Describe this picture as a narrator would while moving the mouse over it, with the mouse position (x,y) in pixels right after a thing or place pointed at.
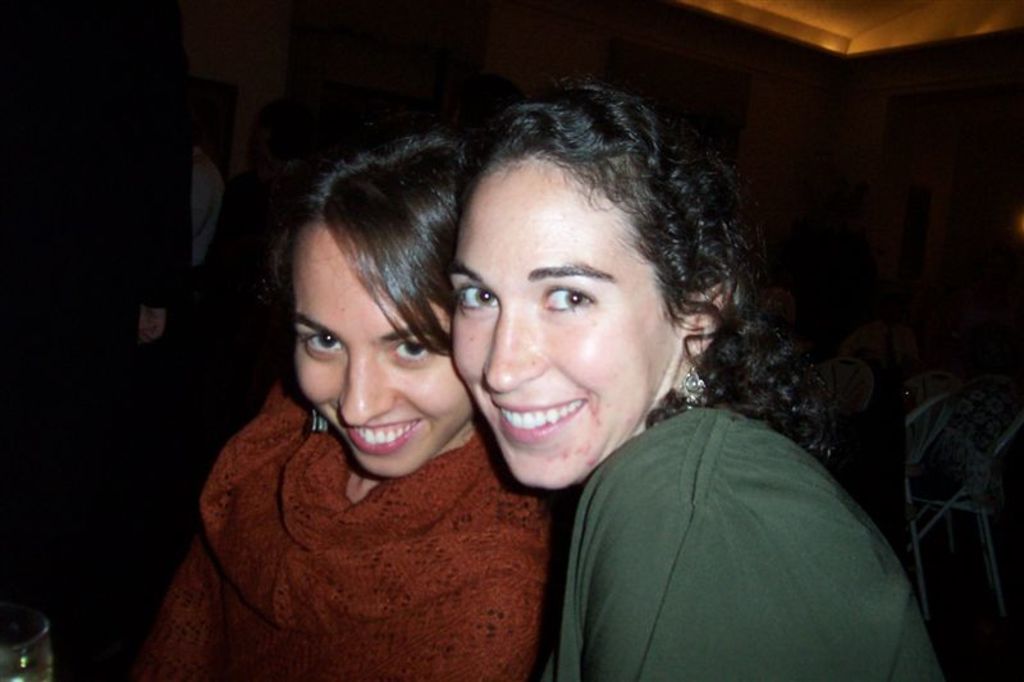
In the picture I can see a woman (675,503) wearing a green color dress (635,562) and a woman (348,540) wearing maroon color dress (383,534) are smiling. The background of the image (1008,543) is dark.
